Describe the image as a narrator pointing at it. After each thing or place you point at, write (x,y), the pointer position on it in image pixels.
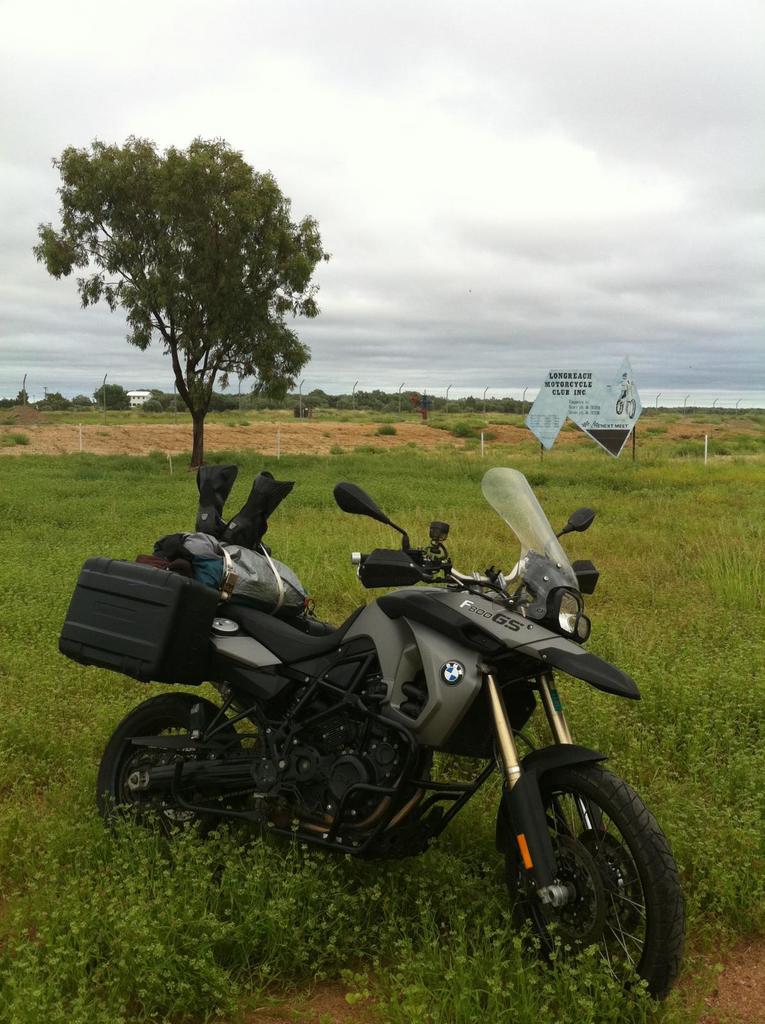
In the center of the image (321,621) there is a bike (357,701). In the background (222,405) there are trees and sky (309,150). We can see a board (598,396). At the bottom (185,916) there is grass (266,907).
